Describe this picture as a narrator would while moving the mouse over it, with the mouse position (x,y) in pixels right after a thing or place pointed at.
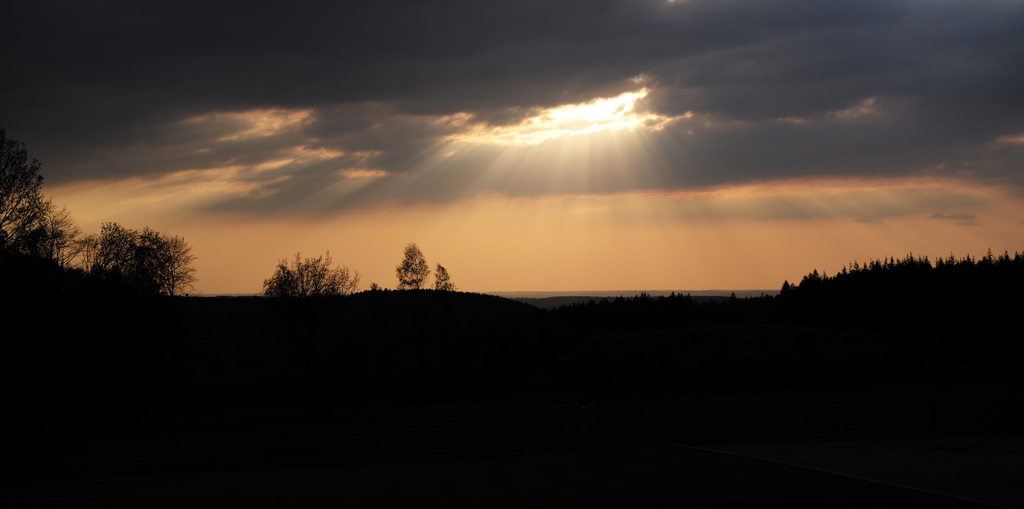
At the bottom (528,358) the image is not visible but we can see trees (852,314) and in the background (501,123) we can see clouds (436,187) in the sky (206,245).
